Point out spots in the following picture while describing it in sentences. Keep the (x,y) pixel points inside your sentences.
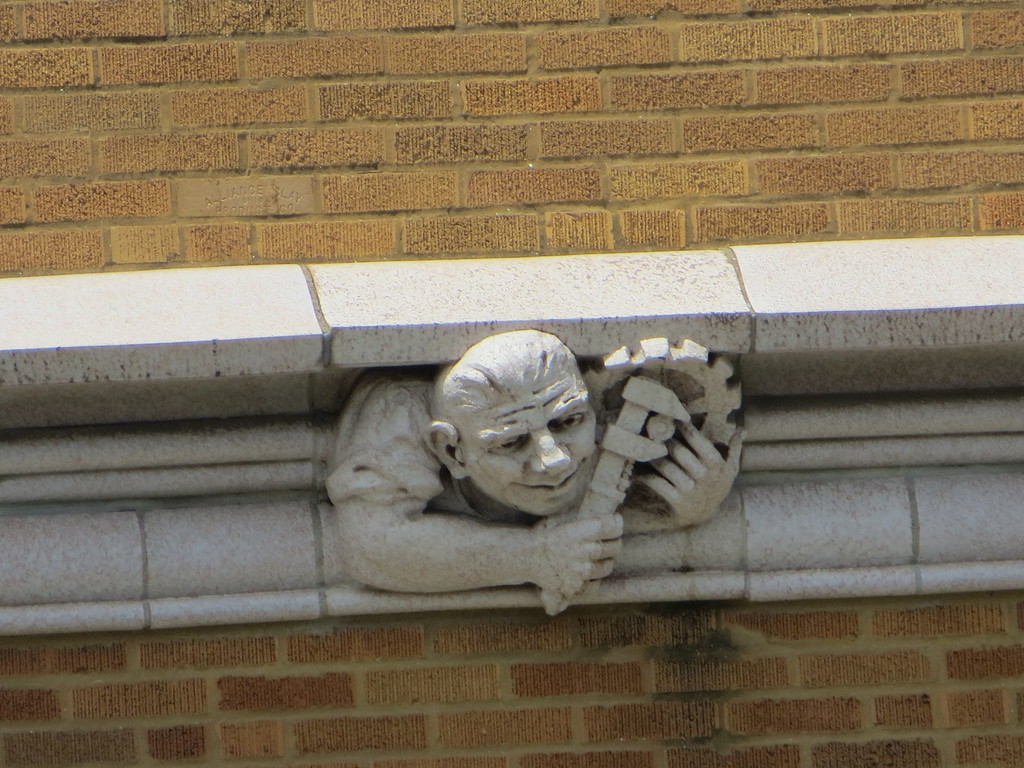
In the picture I can see a sculpture (503,459) of a person (534,470) on a brick wall (506,230).
